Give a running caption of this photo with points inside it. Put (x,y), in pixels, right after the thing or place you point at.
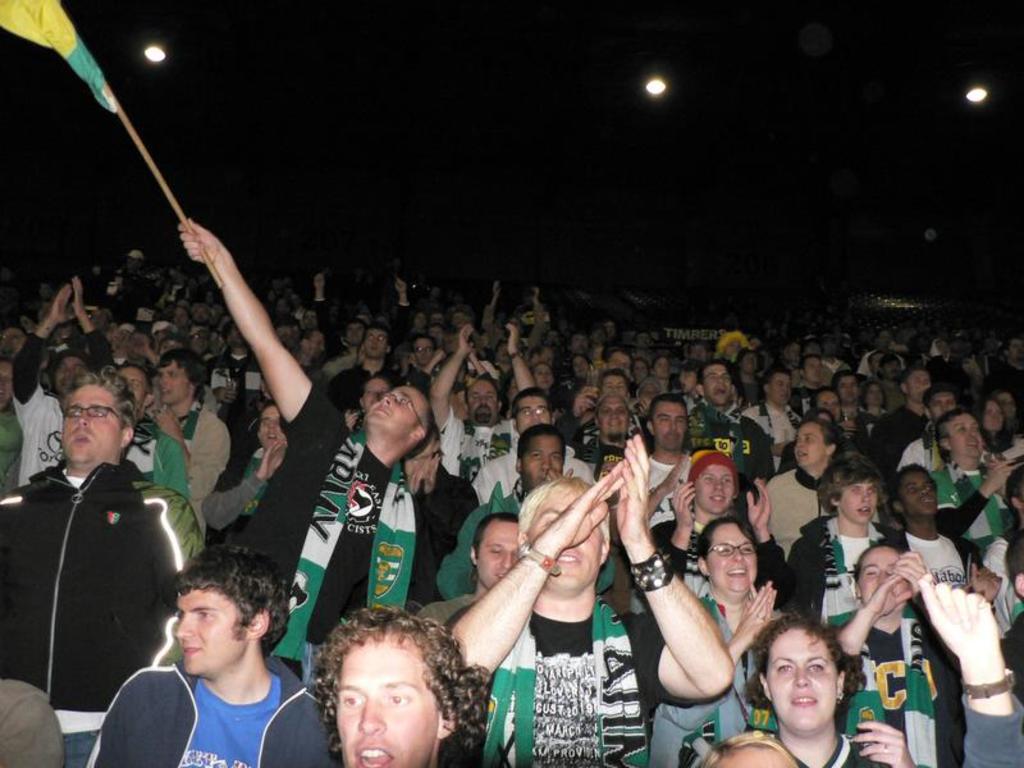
In the image there is a huge crowd (355,374) gathered in an area (48,206), they are enjoying and clapping. One person (324,430) is flying a flag (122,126) with his hand (219,259).
